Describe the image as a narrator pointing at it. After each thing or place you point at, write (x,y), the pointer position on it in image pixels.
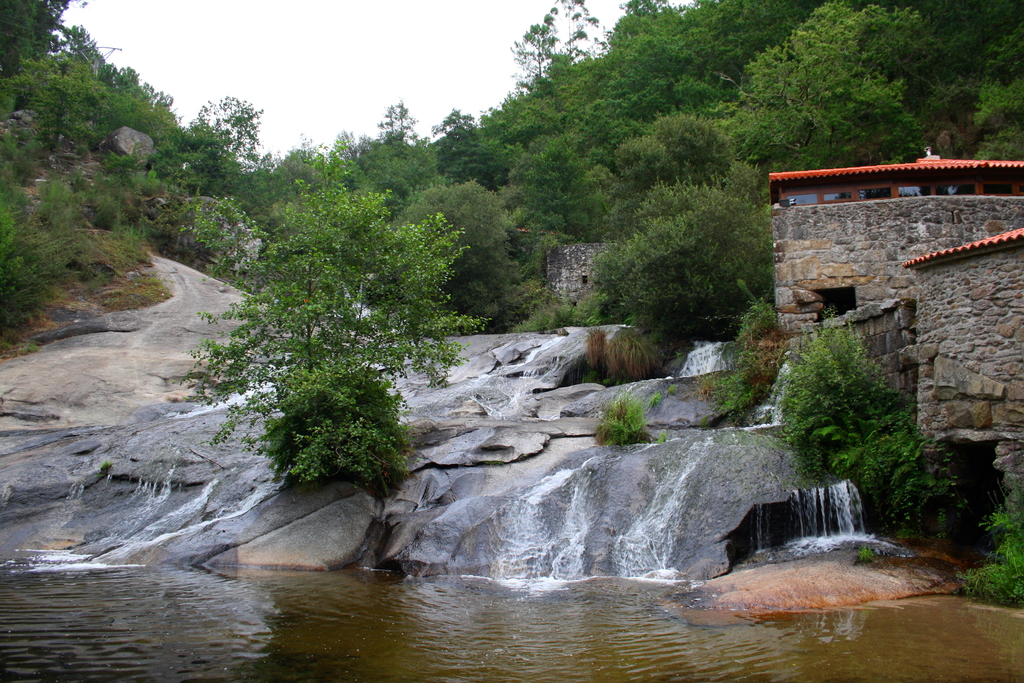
In this image I can see few trees (898,82), rock (661,387), water (396,636), sky (230,10) and few houses (867,223).
